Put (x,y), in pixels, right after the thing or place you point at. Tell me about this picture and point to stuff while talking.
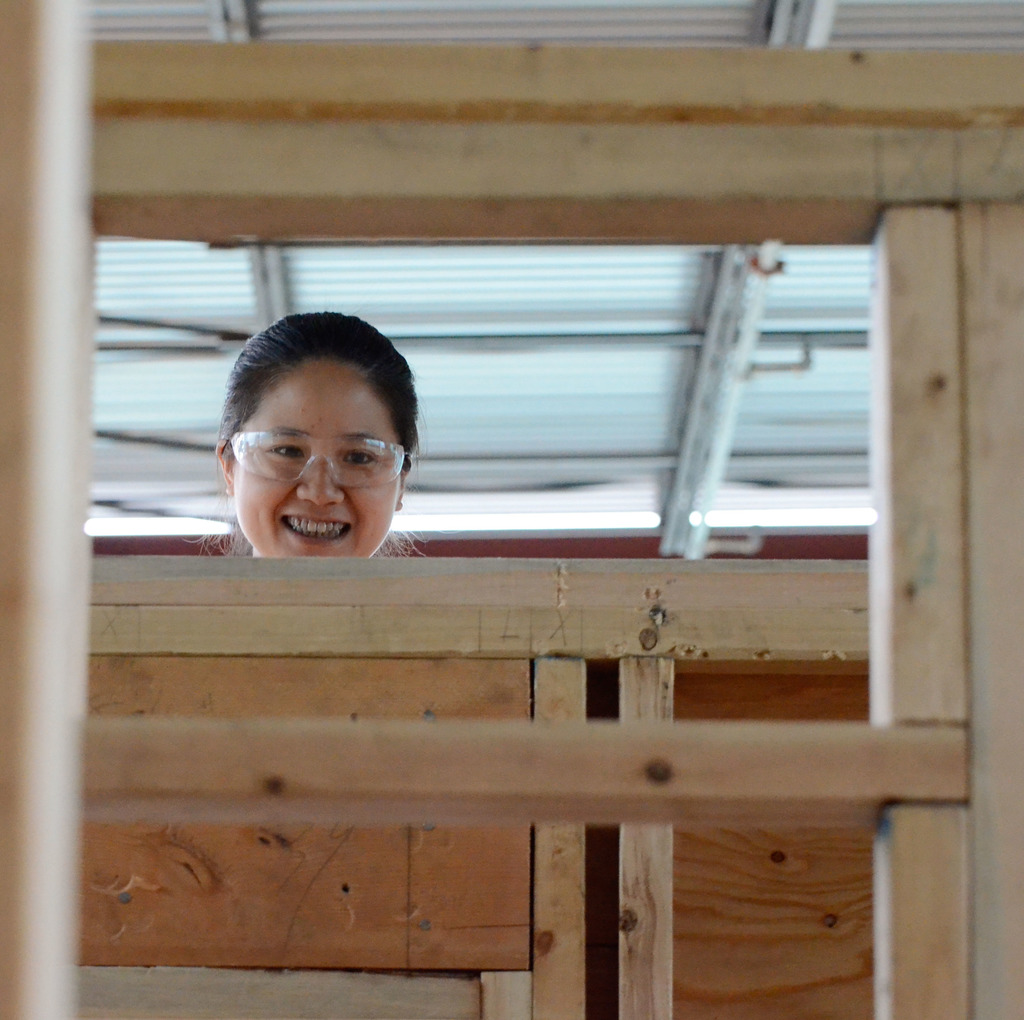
In this image we can see a woman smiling and in front of her there is a wooden material (576,642) and at the top (516,0) we can see the roof (610,14).
